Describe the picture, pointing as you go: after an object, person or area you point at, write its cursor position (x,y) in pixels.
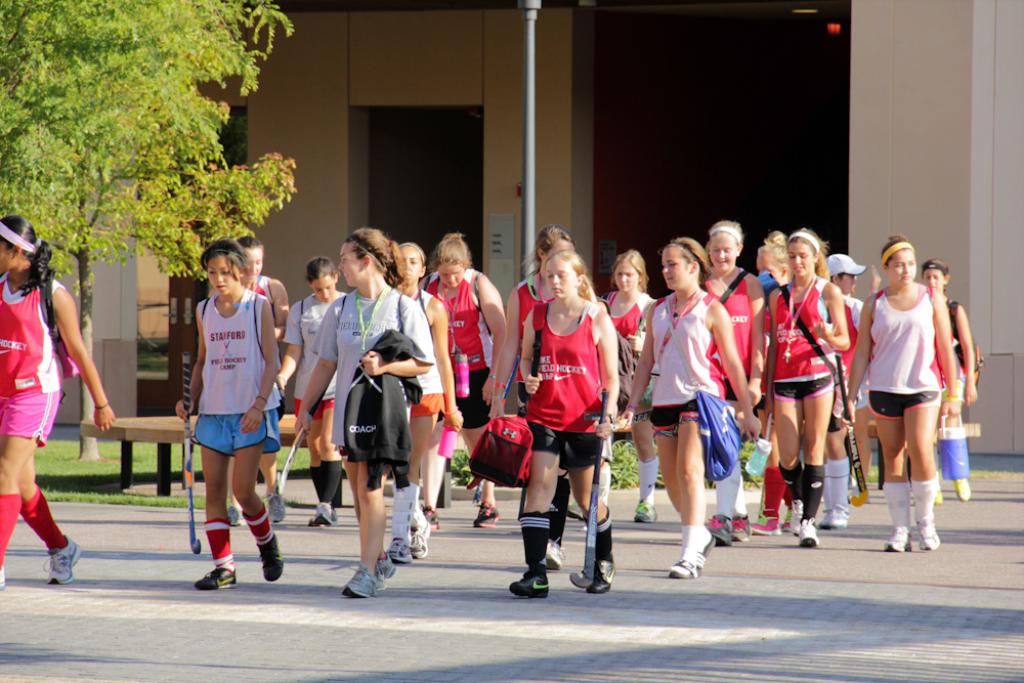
In this image we can see group of people (827,469) walking on the ground (232,669), some women (583,363) are holding hockey sticks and some containers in their hands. In the left side of the image (180,437) we can see a bench (123,425), a tree (89,348) and grass (103,467). At the top of the image (440,134) we can see a building (375,105) with doors (419,197), pole (526,49) and some lights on the roof (831,16).
